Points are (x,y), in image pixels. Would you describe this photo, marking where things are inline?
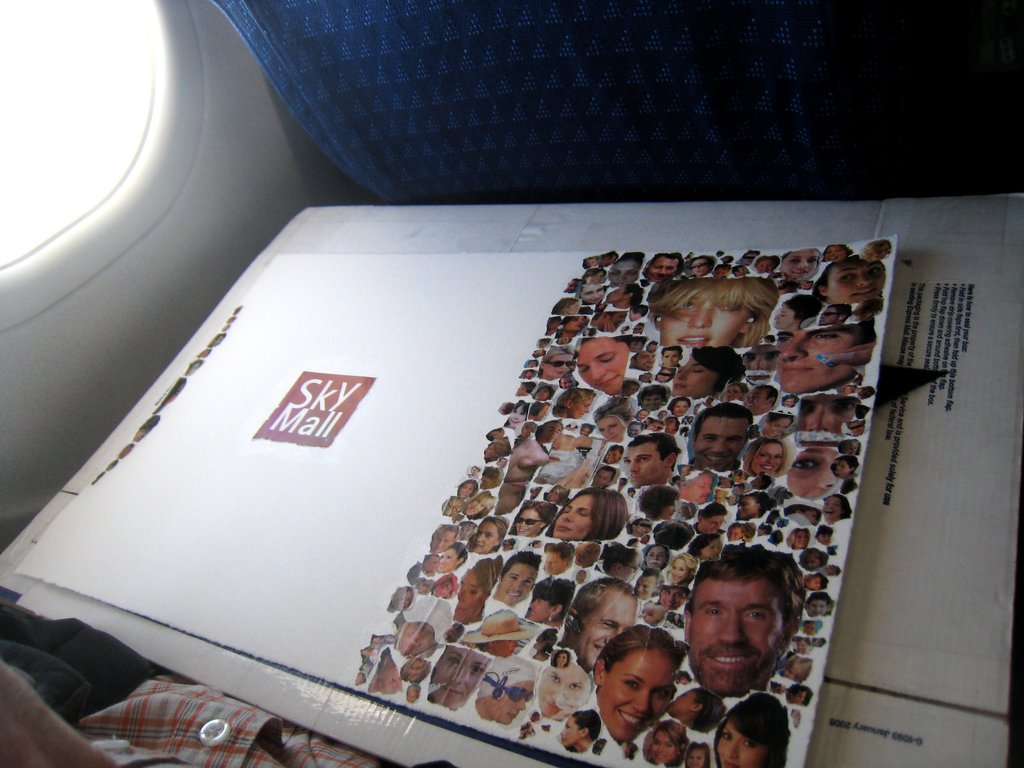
In this picture we can see a paper (378,593), window (60,95), clothes (69,696) and some objects (389,234).
